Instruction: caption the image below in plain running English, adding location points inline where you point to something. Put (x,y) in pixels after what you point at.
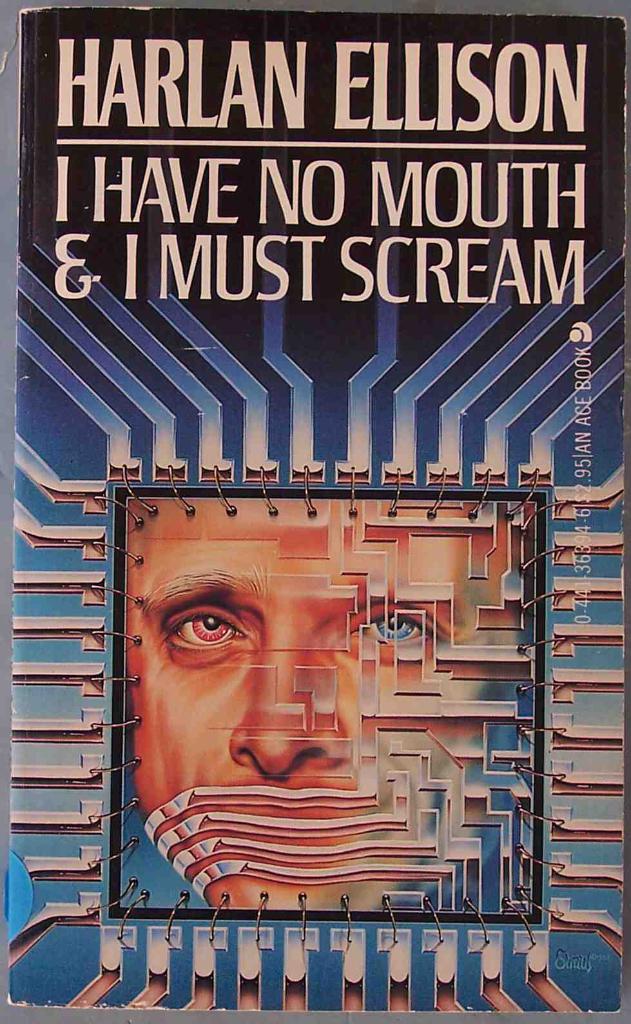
In the picture we can see a book (200,844) and mention about it as HARLAN ELLISON- I have no mouth and I must scream.
